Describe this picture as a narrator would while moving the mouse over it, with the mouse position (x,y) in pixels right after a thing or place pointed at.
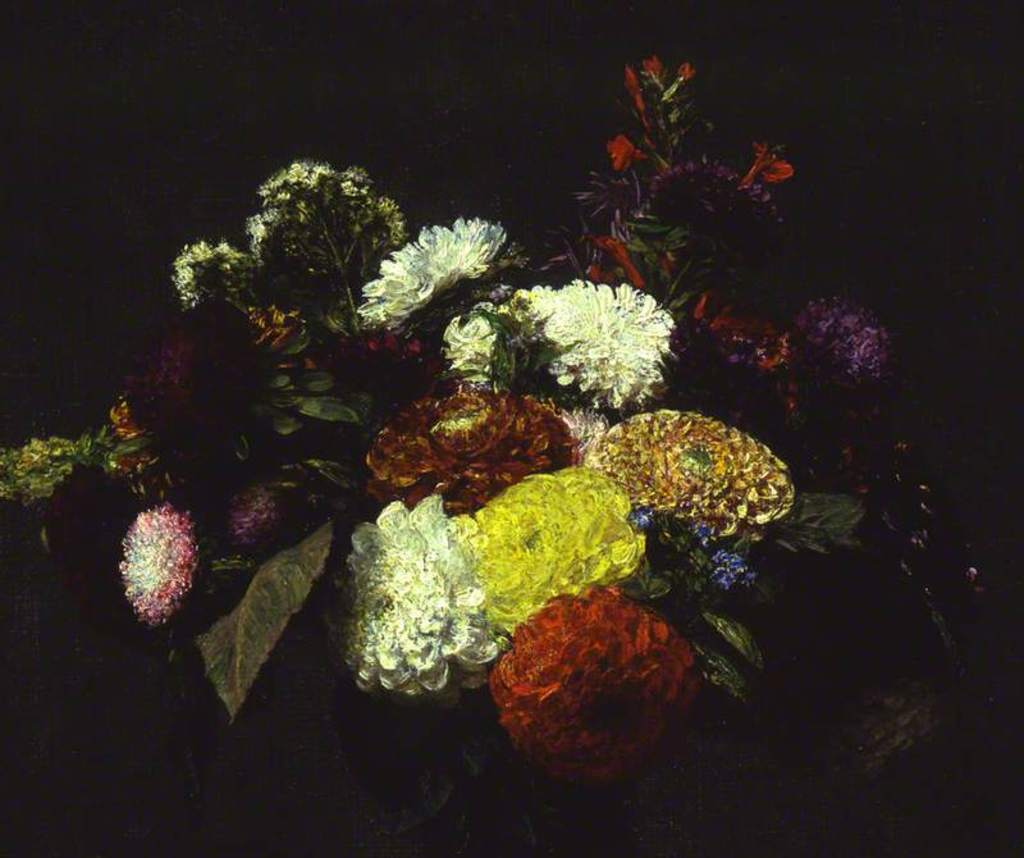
In this image there are flowers (609,449).
